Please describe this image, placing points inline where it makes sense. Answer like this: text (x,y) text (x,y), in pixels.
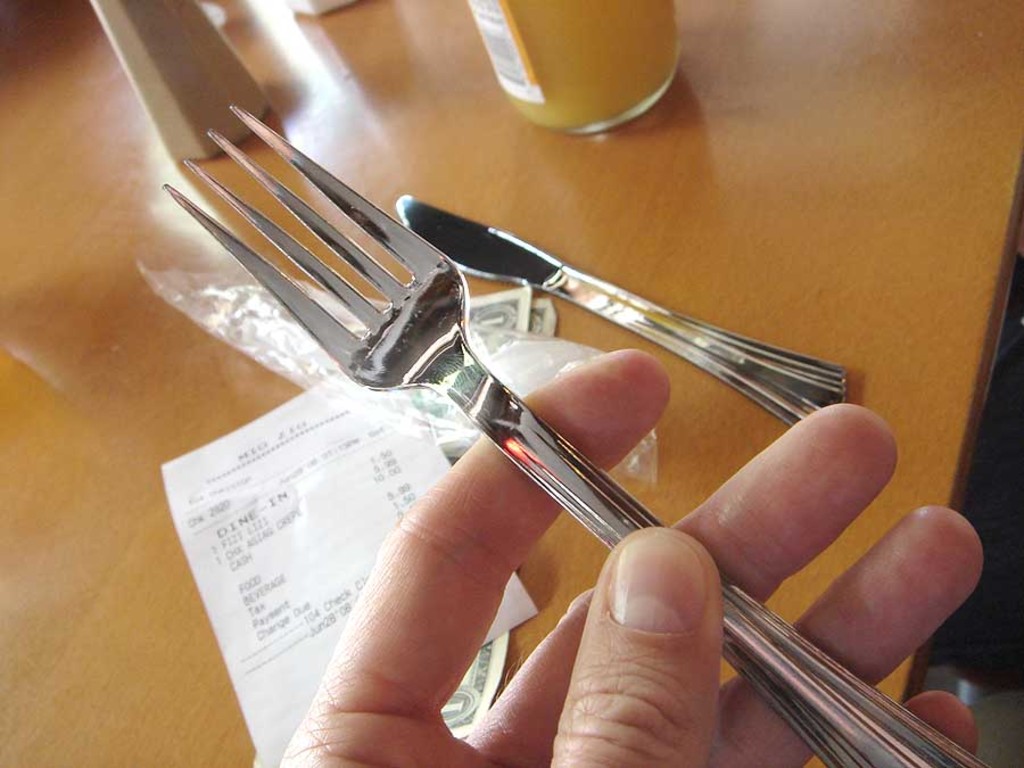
In this image in the foreground (645,605) there is one person (531,500) who is holding a fork (635,503), and in the background (806,308) there is one table (687,377). On the table (668,148) there are some bottles (509,69), butter knife (492,267) and some papers (391,475).
